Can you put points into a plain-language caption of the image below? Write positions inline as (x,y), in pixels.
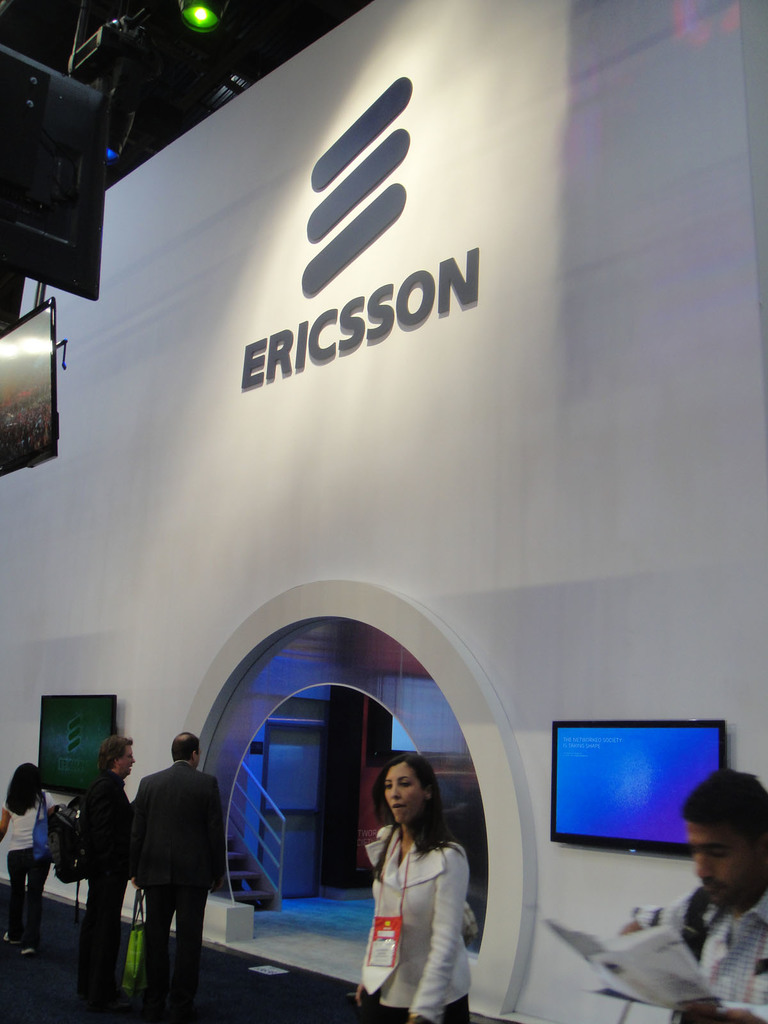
In this image we can see one woman (409,884), she is wearing white color coat (428,901). Left bottom of the image (196,861) two men (169,859) and one woman (21,865) is there. Right bottom of the image (709,924) one man (720,920) is present, he is holding some book (657,938) in his hand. Behind TV screen (624,769) are there. Background of the image (367,365) white color wall (432,382) is there. Left top of the image (55,223) TV screen (30,263) are present.
